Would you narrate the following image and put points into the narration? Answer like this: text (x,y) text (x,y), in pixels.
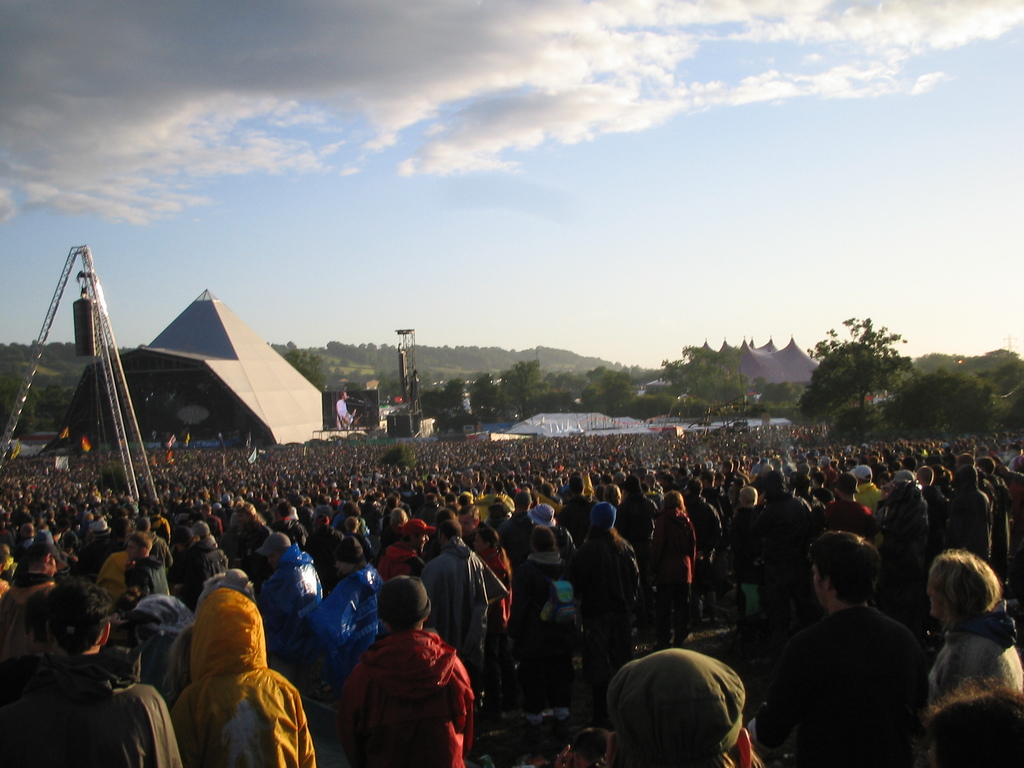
There are many people (717,548) standing in the foreground area of the image (441,531), there are trees (819,416), it seems like a stage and building structures (501,431) and the sky (854,316) in the background (495,340).
